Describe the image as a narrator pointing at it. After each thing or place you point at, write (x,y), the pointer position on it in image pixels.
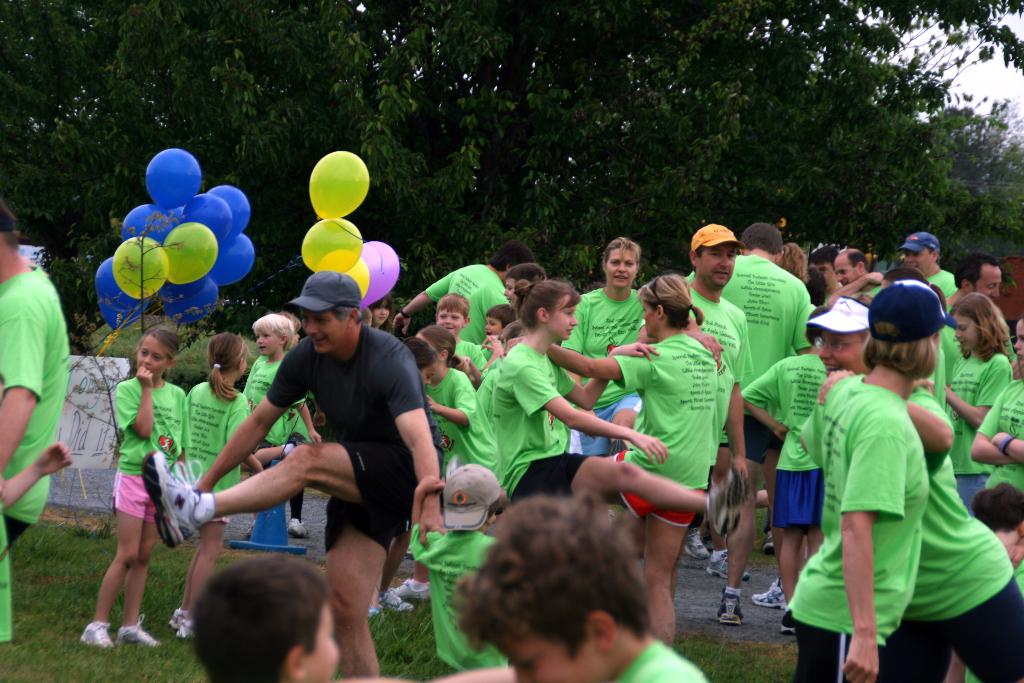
In this picture we can see a group of people (443,443), balloons (132,264), trees (265,115), some objects (72,385) and these group of people (660,288) are standing on the grass (73,583) and in the background (962,77) we can see the sky (958,90).
